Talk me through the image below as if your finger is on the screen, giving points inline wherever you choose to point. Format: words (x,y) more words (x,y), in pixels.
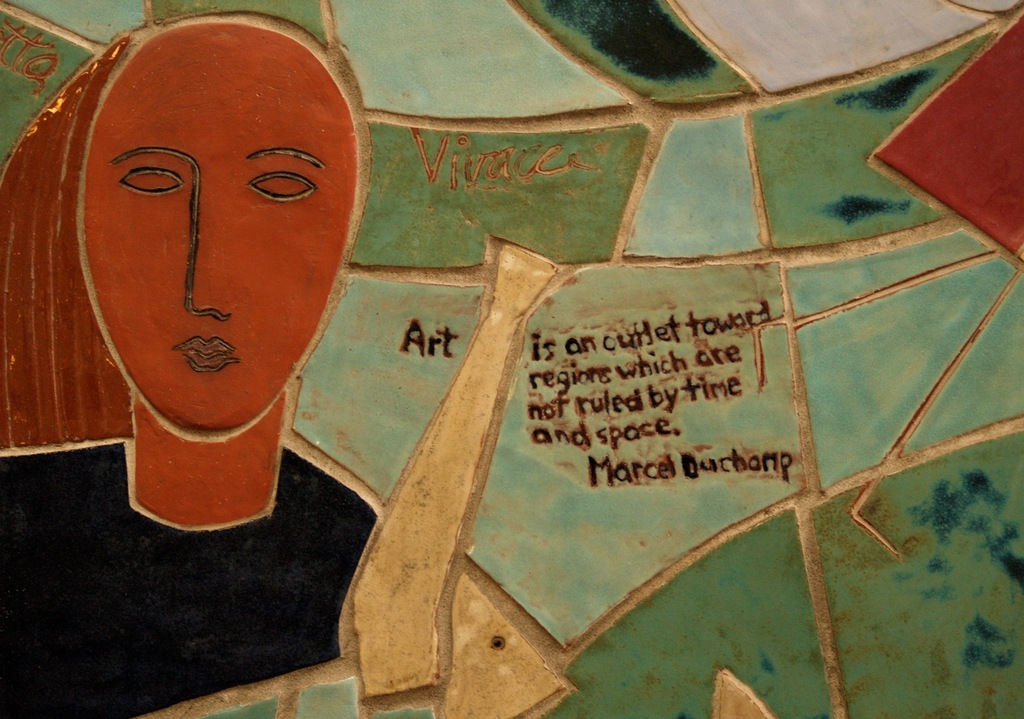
In this image in the center (369,353) there is a wall (521,605), on the wall (580,609) there is some text (680,437) and some painting (323,209).
